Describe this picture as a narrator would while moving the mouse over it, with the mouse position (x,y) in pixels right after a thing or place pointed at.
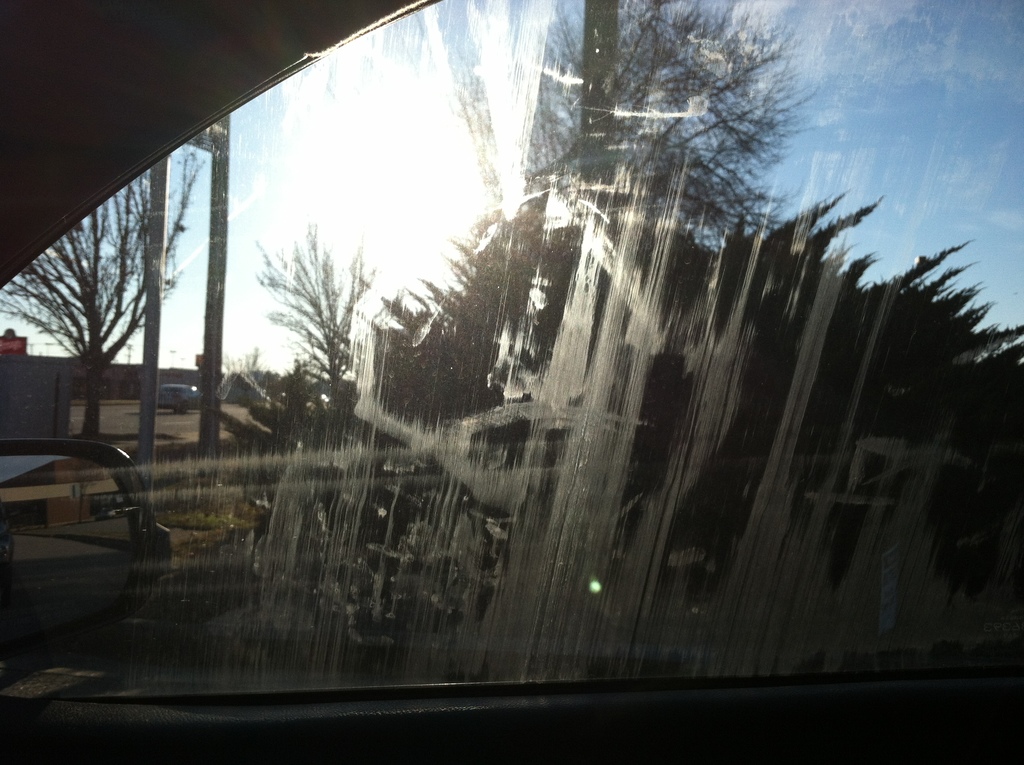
In the image in the center (506,376) we can see one car (354,748) and glass window (456,523). Through glass window (480,268), we can see the sky (960,20), trees (472,339), buildings (10,370), poles (155,350) and one vehicle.
